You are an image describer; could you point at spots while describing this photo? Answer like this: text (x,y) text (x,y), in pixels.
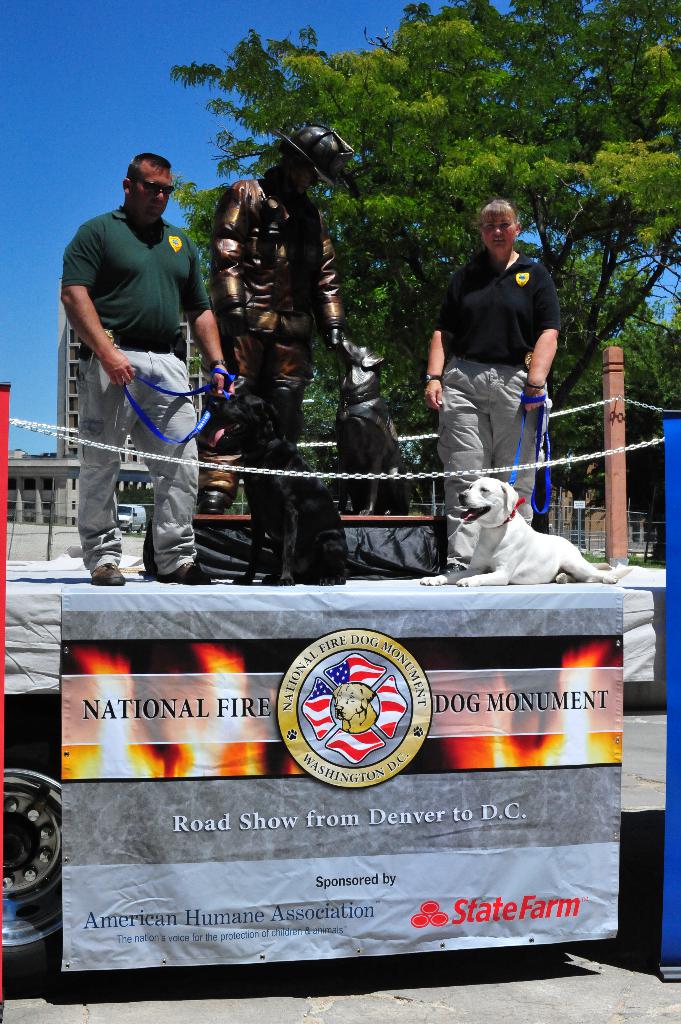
In this image, There are two persons (484,307) wearing clothes (135,319) and standing on the vehicle (15,839). These two persons (112,526) are holding dogs (552,557) with a leash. There is a tree (478,87) behind this person (521,301). There is a statue (269,222) at the center of this image (244,363). There is a sky (26,198) in the top left of the image (35,29).
